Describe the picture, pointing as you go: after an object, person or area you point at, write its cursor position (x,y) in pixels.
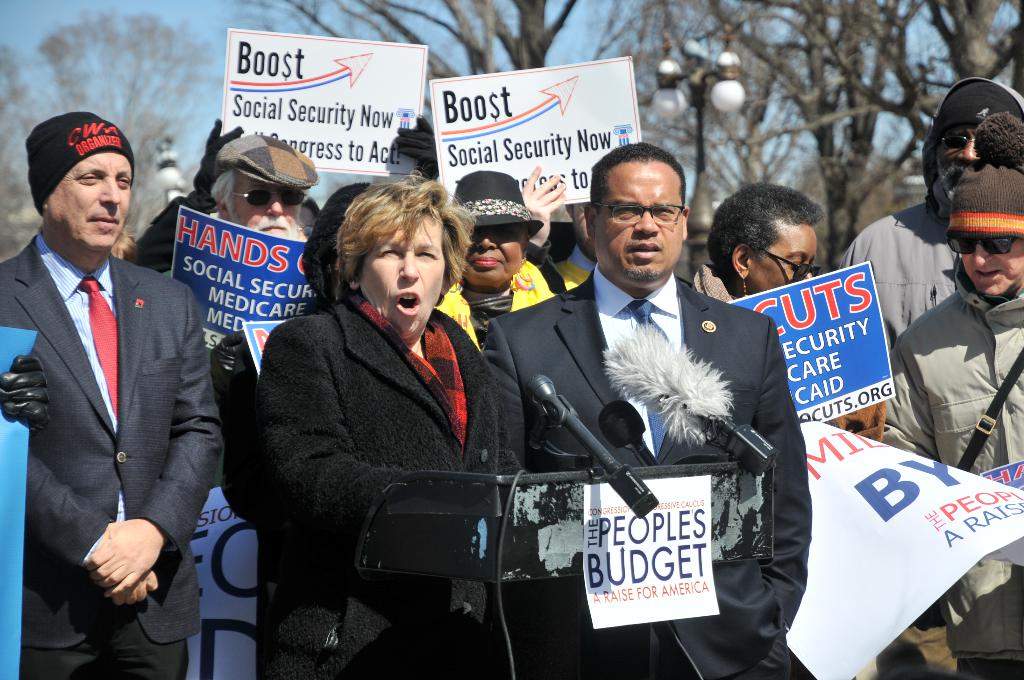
In this image I can see there are few persons (137,317) holding the notice papers (881,501) and one of them a person (333,506) standing in front of the mike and she open her mouth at the top (429,13) I can see trees (775,62) and street light pole (674,98) and the sky (92,44).
